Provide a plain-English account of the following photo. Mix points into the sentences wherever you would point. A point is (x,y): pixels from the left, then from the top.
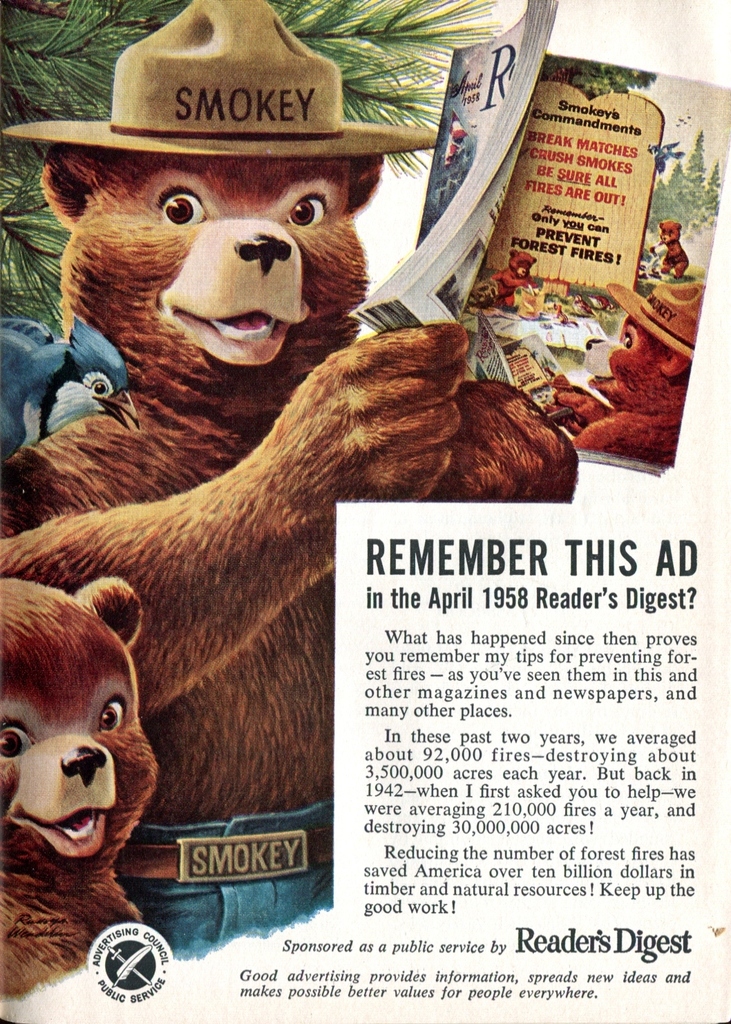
In the image on the left side (214,313) there is a bear (214,328) with a hat (229,100) and belt (207,868) with something written on it. On the bear shoulder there is a bird (51,353) and bear (342,175) is holding a book (461,207) in hands (449,335). In the bottom left corner of the image (66,884) there is another bear (75,873). In the top left corner of the image (53,266) behind the bear (261,925) there is a tree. On the right corner of the image (558,748) there is something written.
